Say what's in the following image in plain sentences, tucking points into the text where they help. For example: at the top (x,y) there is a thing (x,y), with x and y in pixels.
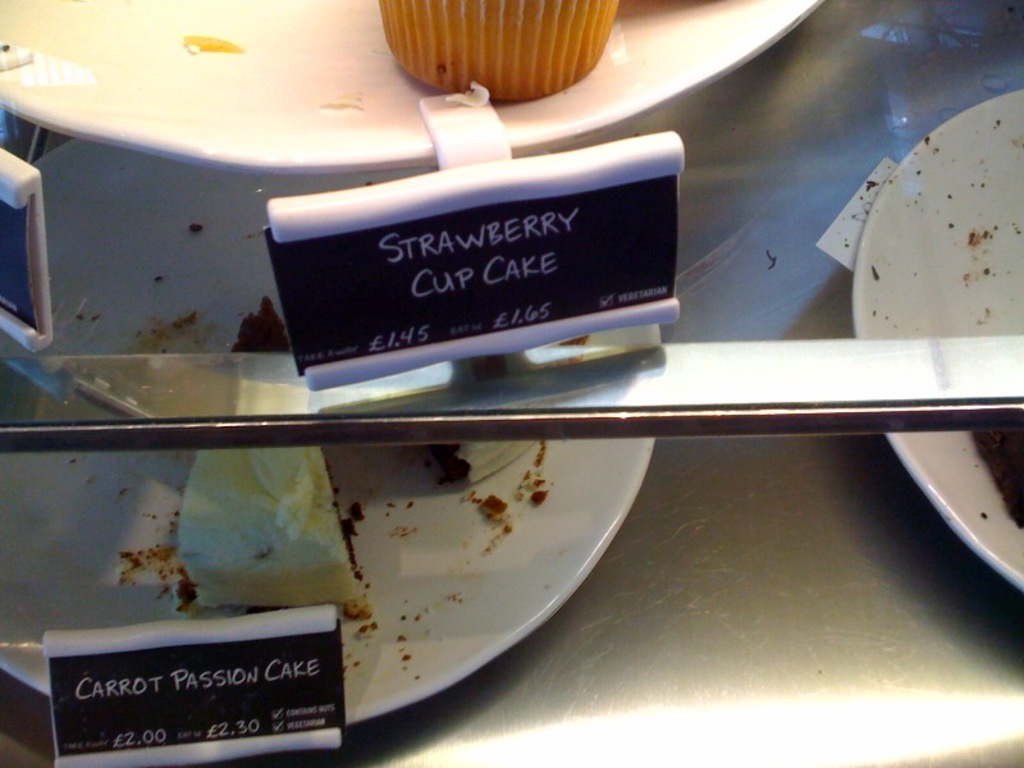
In this picture we can see boards (529,189) and plate (688,48) with muffin (433,24) on the glass platform (773,308), under the glass platform (814,356) we can see plates (466,497) with cakes (280,506) and board (209,661) on the platform (816,681).
